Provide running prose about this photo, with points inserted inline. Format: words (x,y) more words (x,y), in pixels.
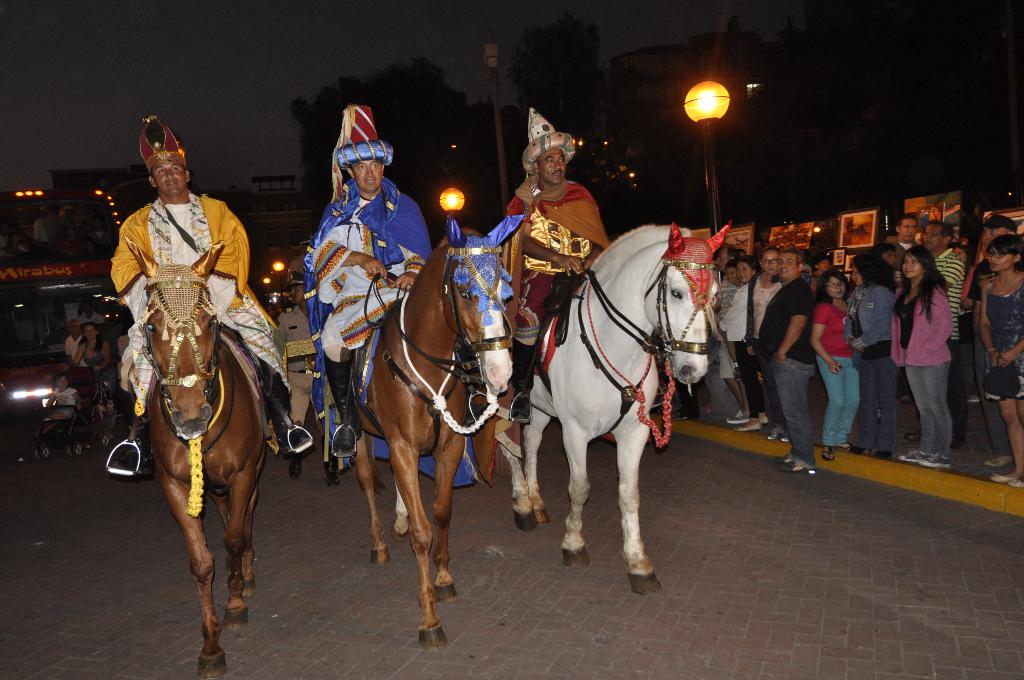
In this image there are three persons (396,241) sitting on the horses (439,347), and in the background (860,282) there are group of people (807,313) standing, boards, lights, poles (716,159), vehicle (78,303), buildings (747,65), trees (395,94), sky (238,121).
